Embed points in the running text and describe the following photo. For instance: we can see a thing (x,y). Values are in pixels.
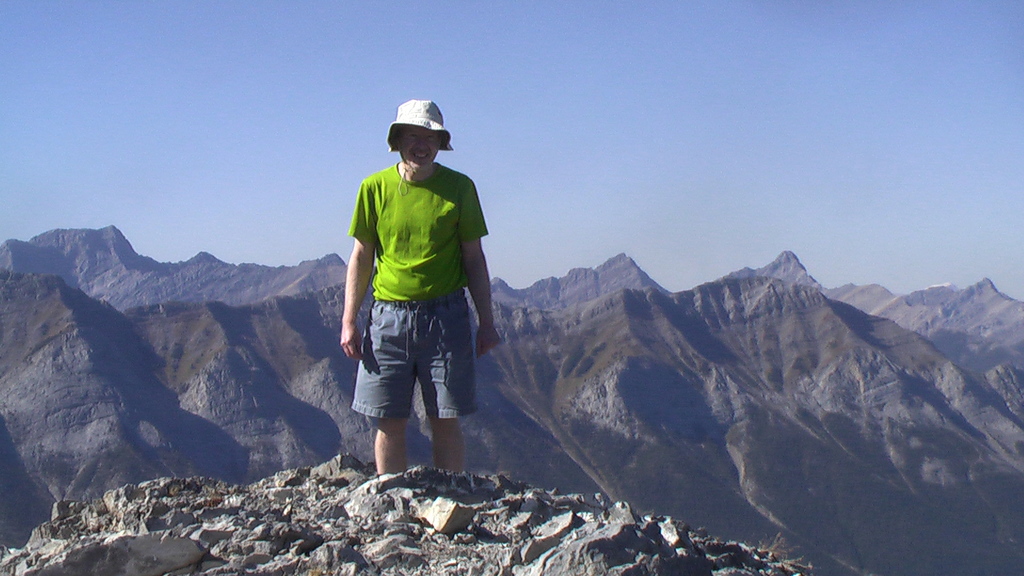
In the center of the image (459,259) we can see one person (421,349) is standing and he is smiling. And we can see he is wearing a hat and he is in green t shirt (392,221). At the bottom of the image (419,507), we can see the stones (471,504). In the background (0,330) we can see the sky (753,73) and hills (805,373).
